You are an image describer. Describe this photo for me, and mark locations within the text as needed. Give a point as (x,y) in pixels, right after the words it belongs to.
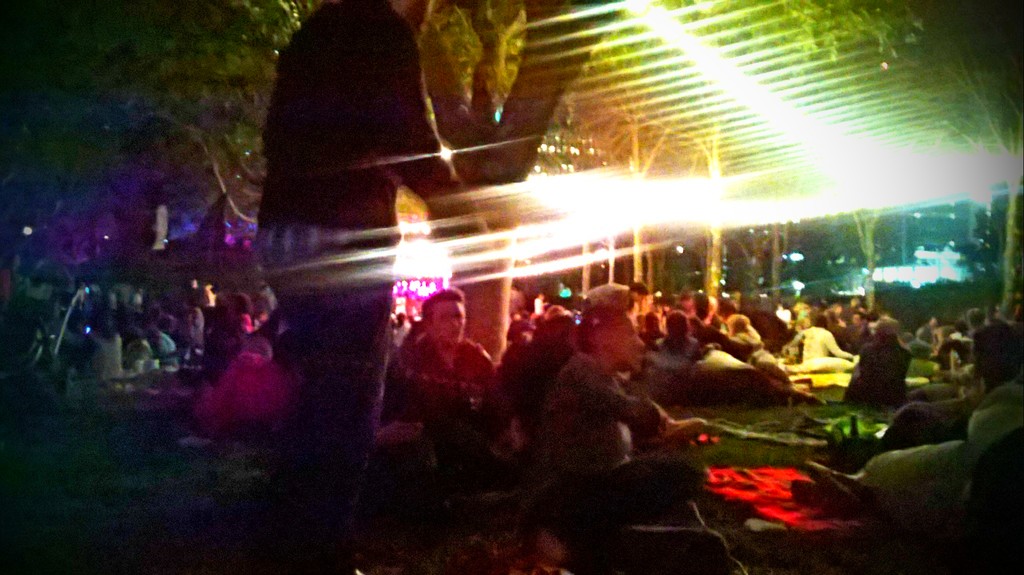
In this image I can see the group of people (461,348) sitting and wearing the different color dresses (598,382). In the background (460,80) I can see many trees (474,155) and lights (576,15). I can see one person (310,195) standing.
